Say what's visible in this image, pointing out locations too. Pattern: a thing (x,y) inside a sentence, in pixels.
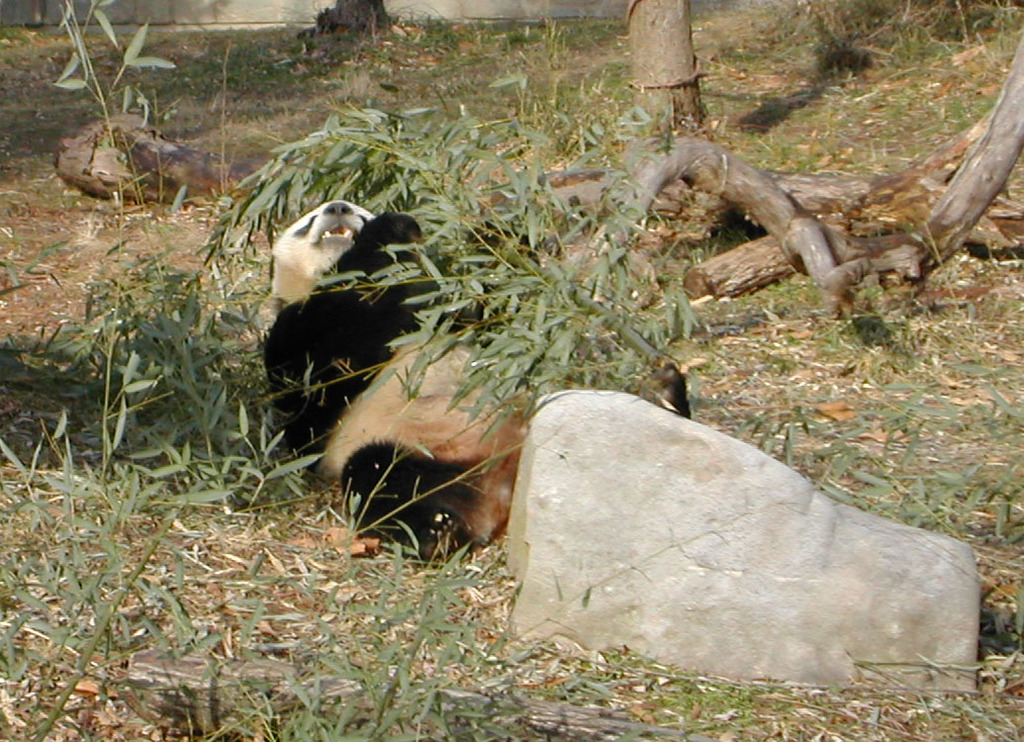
In this image in the center (376,398) there is an animal (383,403) lying on the ground (907,376). In the front (675,554) there is a stone (709,565). On the ground (365,580) there is grass (899,392) and there are roots (663,164) of the tree (793,225) on the right side (814,251). On the top of the animal (382,305) there are leaves (454,319).
